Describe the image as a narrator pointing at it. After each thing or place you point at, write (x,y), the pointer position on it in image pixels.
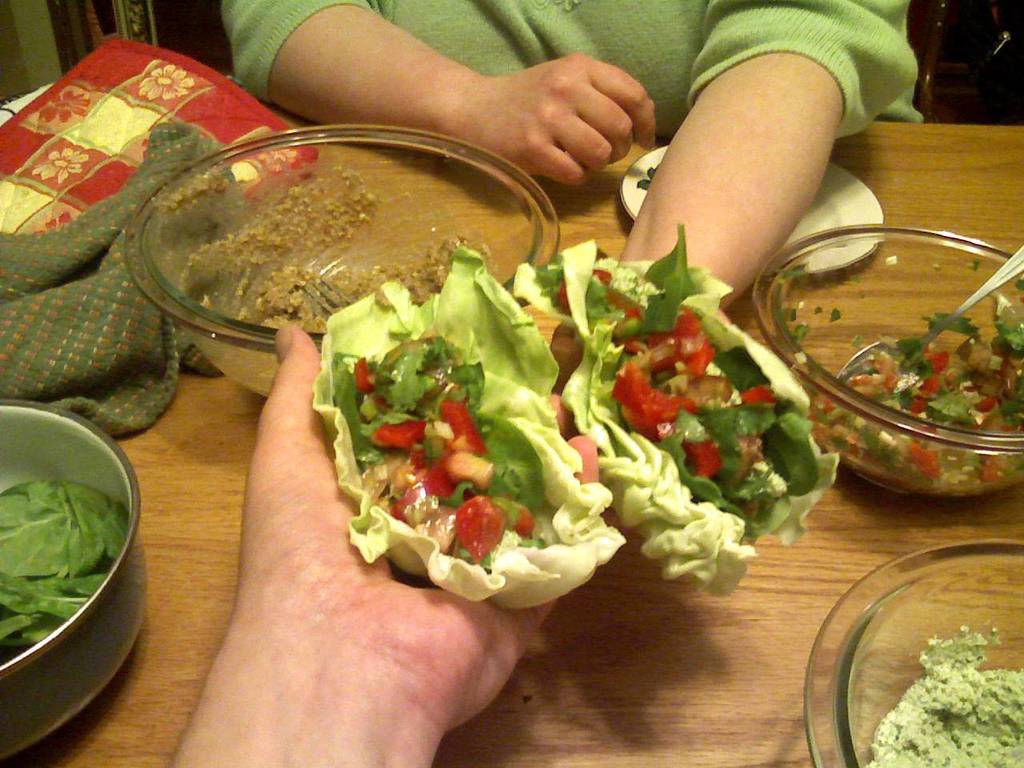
The picture consists of a table (772,682), on the table (994,231) there are bowls (372,265), plate (806,216), cloth (92,226) and food items (627,335). In the center of the picture (541,353) there are two persons hands (318,626) holding food items (664,408).
